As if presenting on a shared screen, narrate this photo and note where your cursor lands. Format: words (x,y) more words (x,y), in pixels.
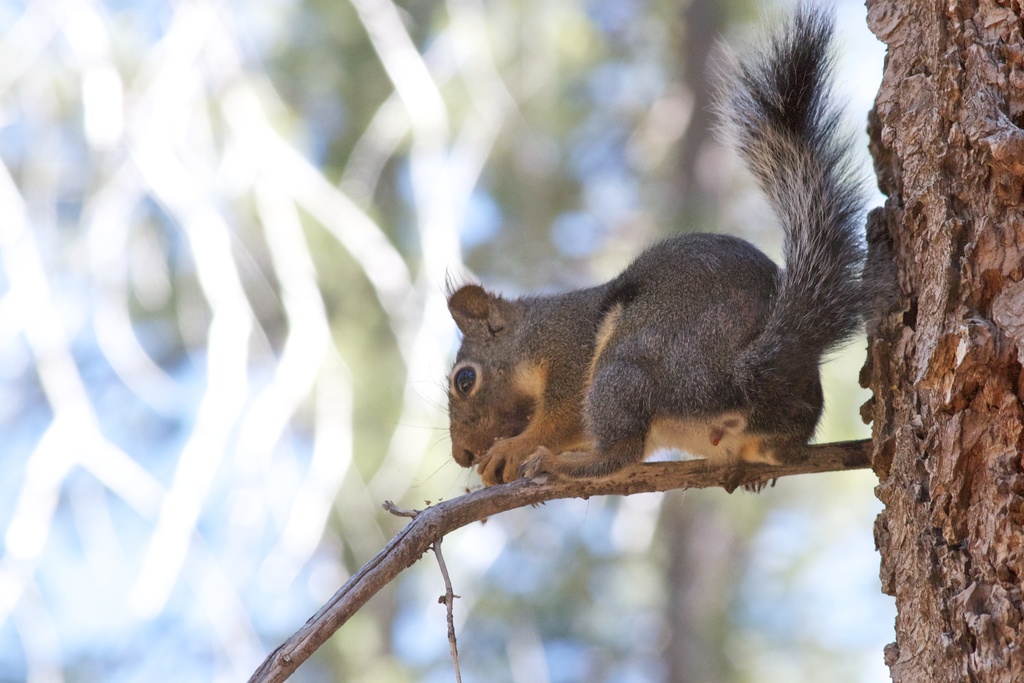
In this image we can see a squirrel (589,432) on the branch (594,494) of a tree (691,465).
